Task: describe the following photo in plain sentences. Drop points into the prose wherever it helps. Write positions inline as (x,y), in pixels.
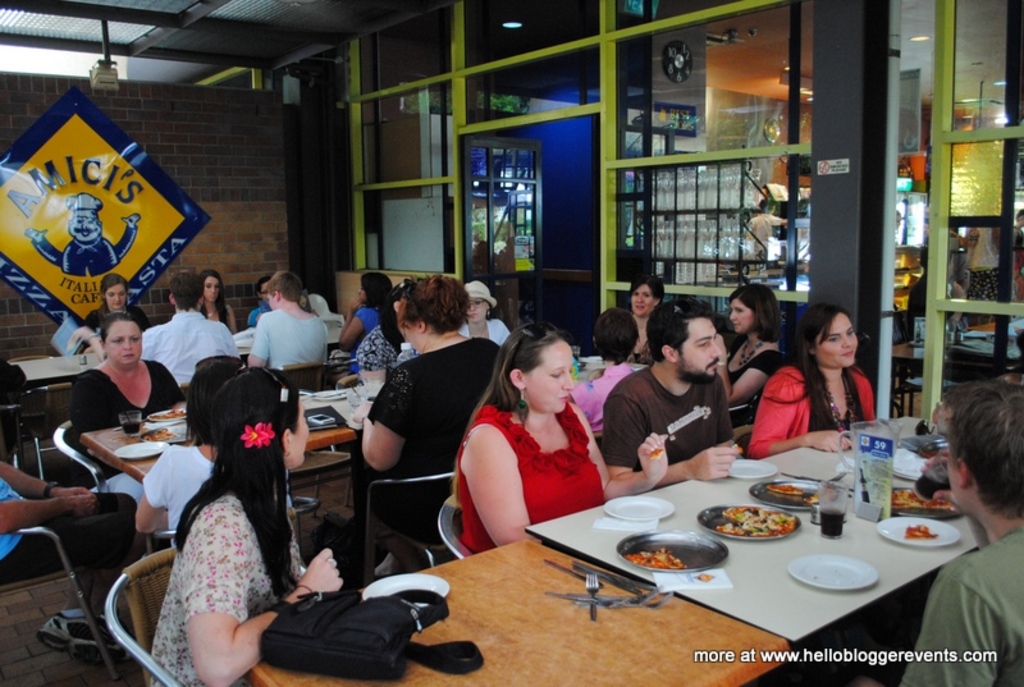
In this picture there are a group of people (1009,582) sitting and there is a table (854,526) where the food (754,533) is served in the plates (795,527) is also beverage (838,513) in glass (843,497) and also there are some spoons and forks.
